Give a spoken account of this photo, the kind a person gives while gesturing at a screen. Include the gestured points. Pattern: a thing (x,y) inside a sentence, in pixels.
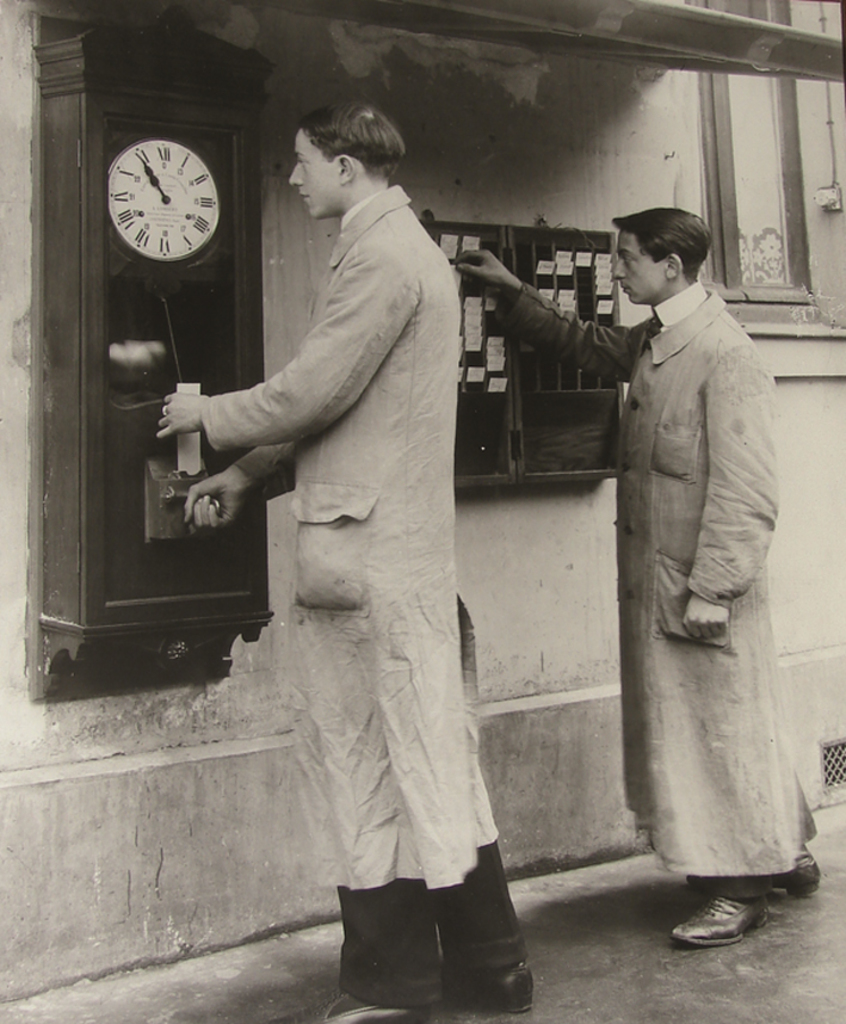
This is a black and white picture. The man (434,553) in front of the picture is holding something in his hands (211,503). In front of him, we see a wall clock (121,389). Behind him, we see a man (696,596) is standing. In front of him, we see a wall (516,531) on which black color board (521,388) containing papers (478,337) or cards (469,322) are placed. In the right top of the picture (708,114), we see a window (725,160).
